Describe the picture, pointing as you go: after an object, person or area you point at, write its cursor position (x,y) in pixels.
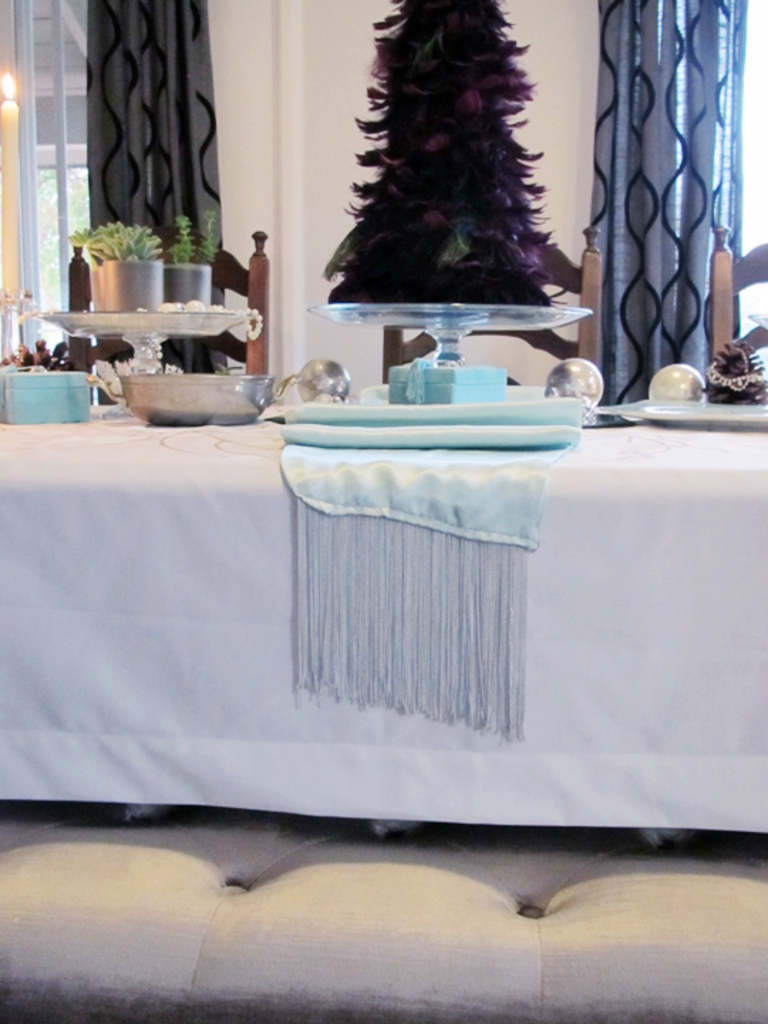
In this image we can see chairs (591,306), table (404,524), on the table (380,427), we can see the cloth (262,417), bowls (253,410), box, balls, plants (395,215), stands (392,308), there are windows (78,1), curtains (672,46), also we can see the wall (311,225), and the couch (352,888).
